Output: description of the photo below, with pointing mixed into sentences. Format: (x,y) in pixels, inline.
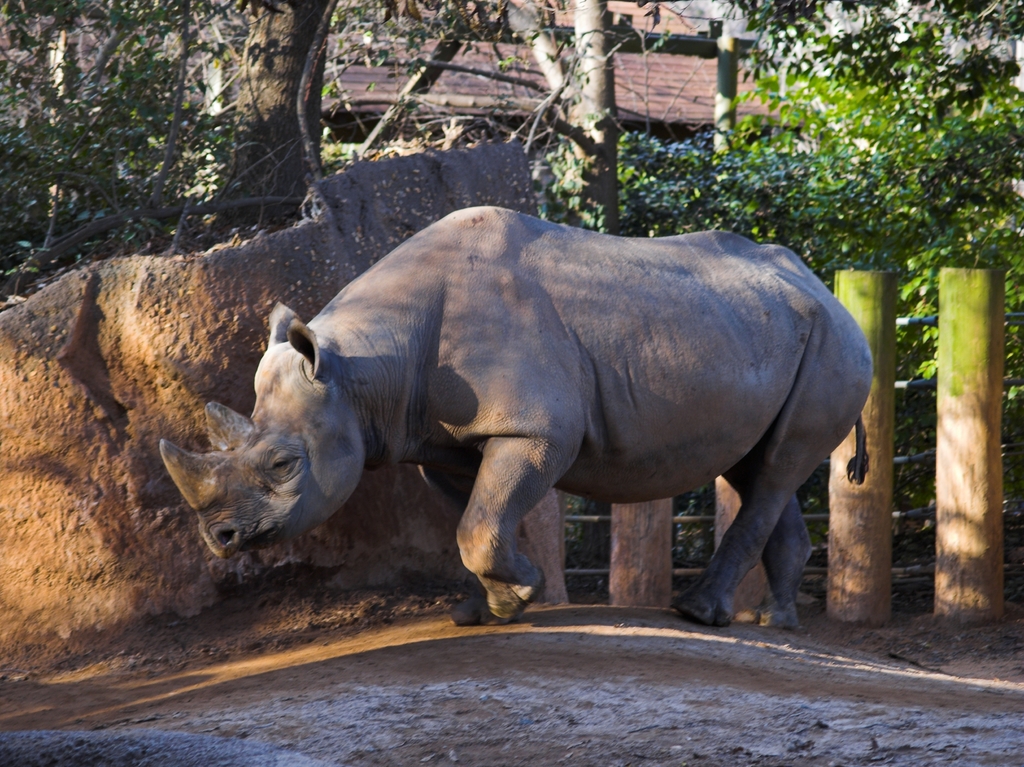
In this image I can see the ground (676,702) and an animal (647,359) which is grey and brown in color is standing on the ground (653,622). In the background (925,478) I can see few wooden logs (941,410), few trees (863,259) and a house (626,124).
